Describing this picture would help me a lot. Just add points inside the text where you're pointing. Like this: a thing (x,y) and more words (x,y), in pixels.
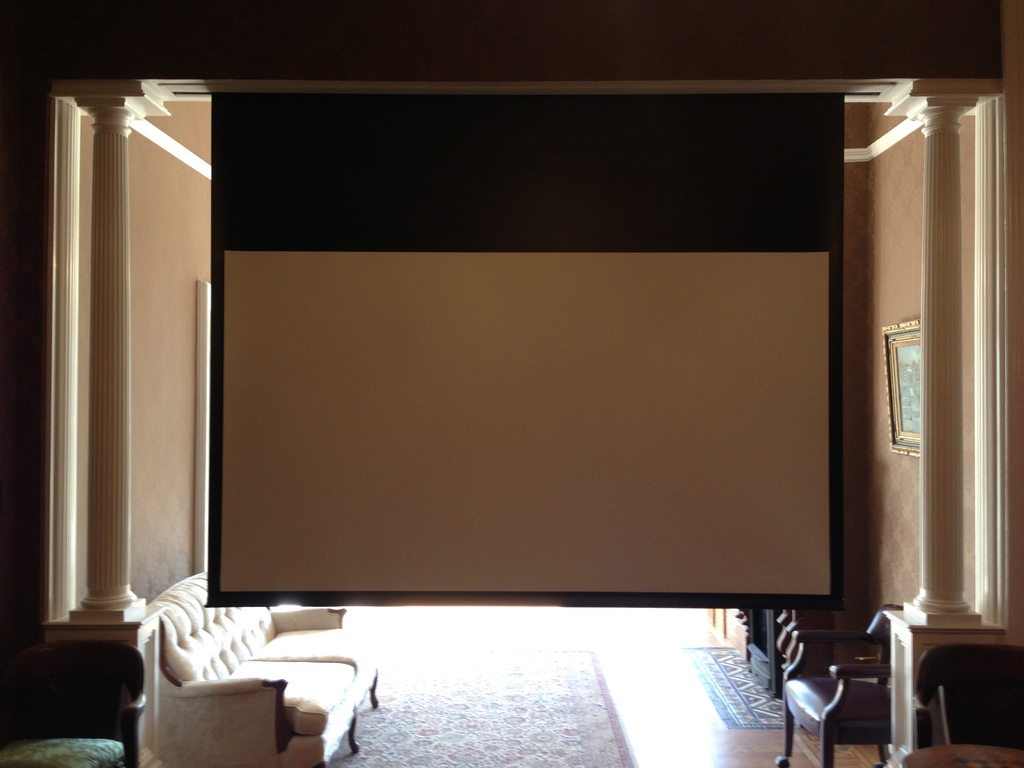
In this image I can see a sofa (282,740), few chairs (862,718) and projector screen (574,225). On this wall (911,303) I can see a frame (888,326).
